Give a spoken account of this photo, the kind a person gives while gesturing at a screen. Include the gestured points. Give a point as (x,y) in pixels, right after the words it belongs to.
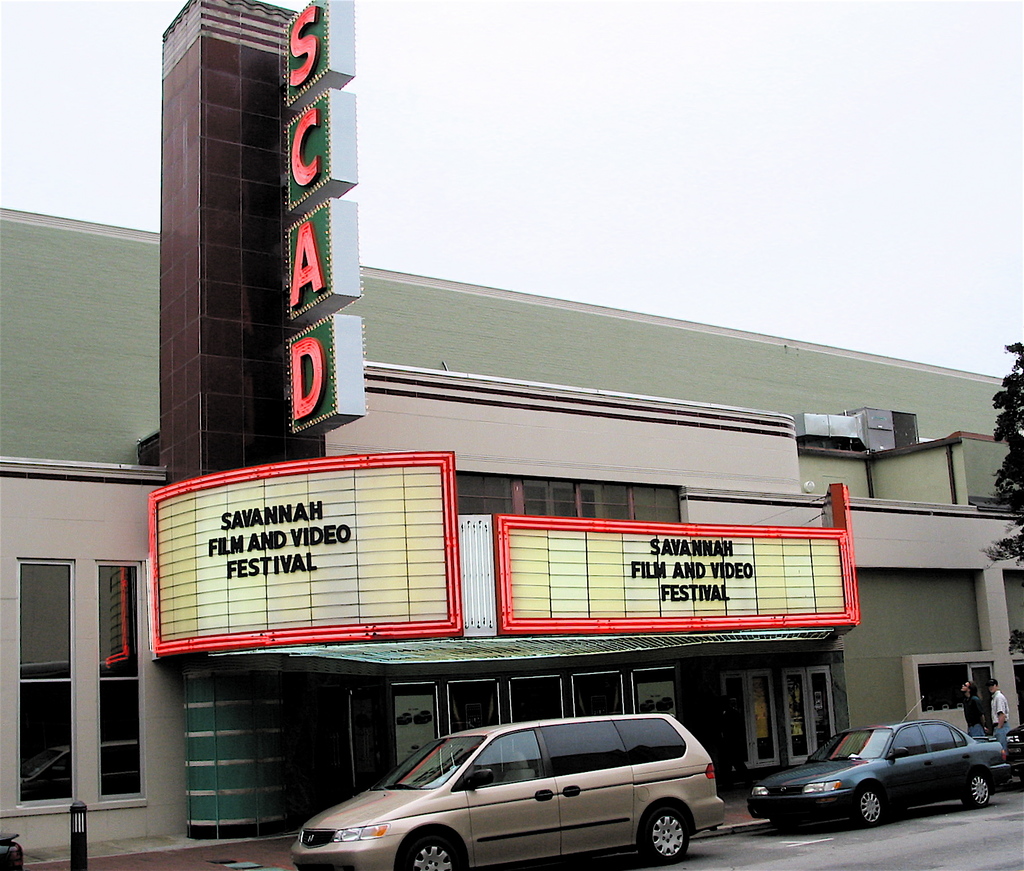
In this image, we can see a building (743,500). We can see a few people (1002,696). We can also see the ground (876,858). There are a few vehicles (654,738). We can see some boards (729,567) with text (746,568) written. We can also see a tree (999,427) on the right (1017,473). We can see a pole (72,809) on the left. We can also see the sky (690,88).
